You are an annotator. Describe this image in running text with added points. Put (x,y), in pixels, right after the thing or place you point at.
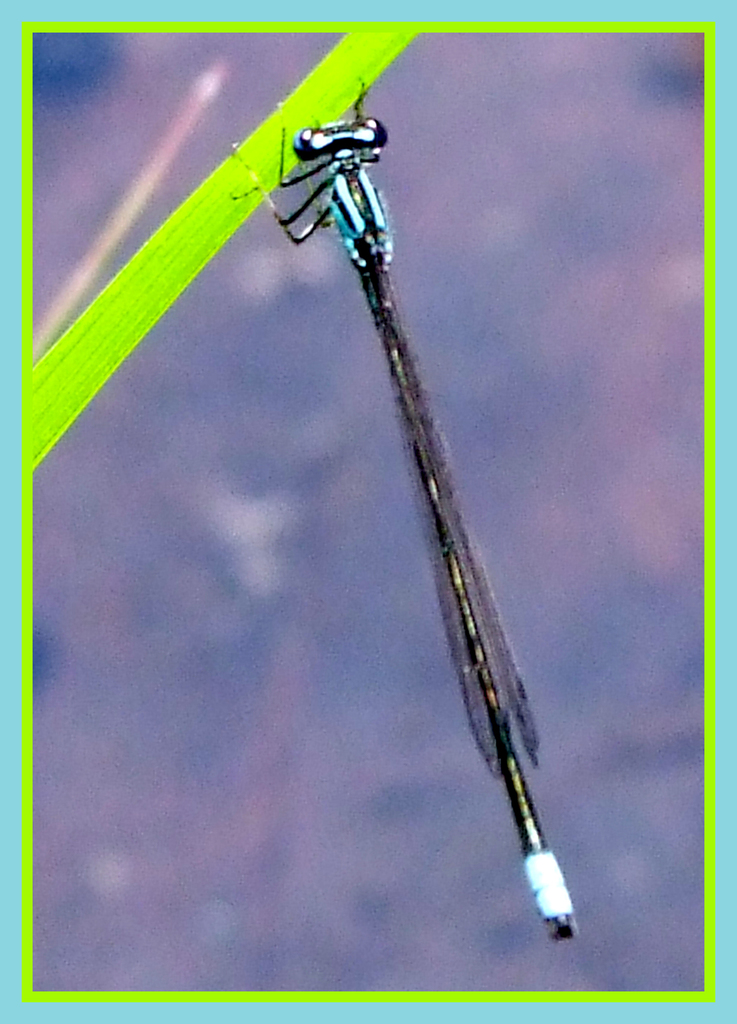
In this image I can see the image is an edited one with the borders (720,856) blue and green. And there is an insect (433,508) on the leaf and the background (596,222) is blurred.
